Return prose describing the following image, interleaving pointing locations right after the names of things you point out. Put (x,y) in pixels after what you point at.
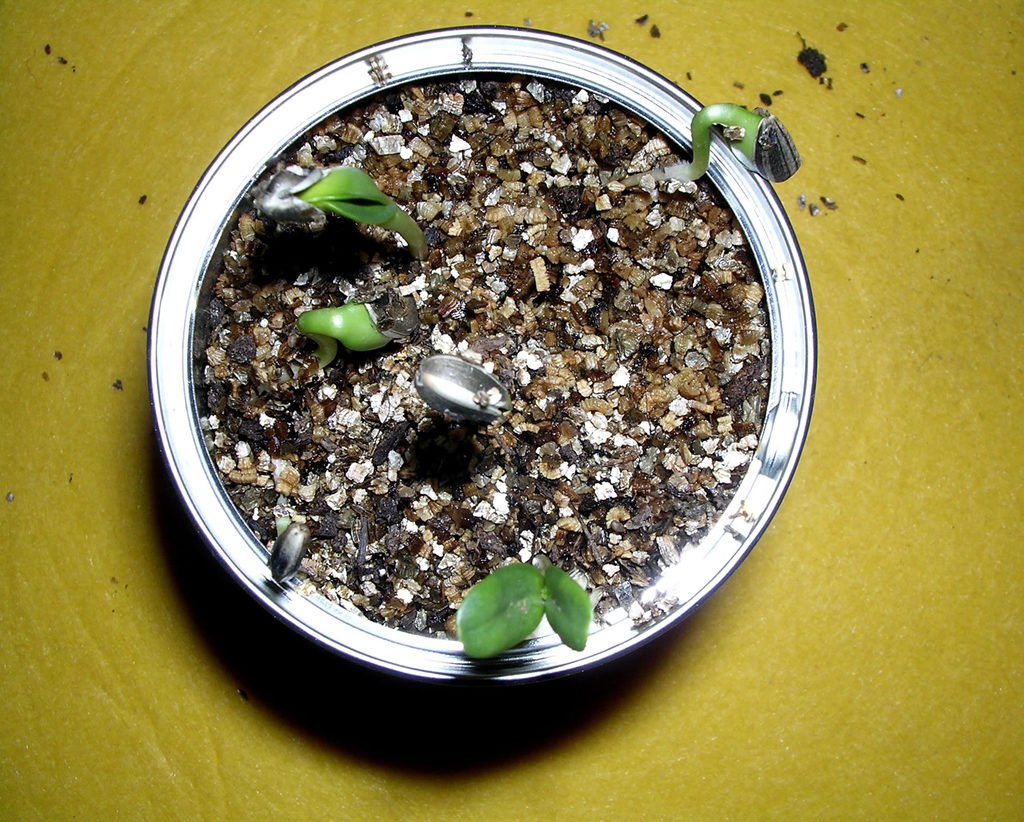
In this picture there are plants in the pot (491,673). At the bottom (830,705) there is a yellow color background (408,735).
